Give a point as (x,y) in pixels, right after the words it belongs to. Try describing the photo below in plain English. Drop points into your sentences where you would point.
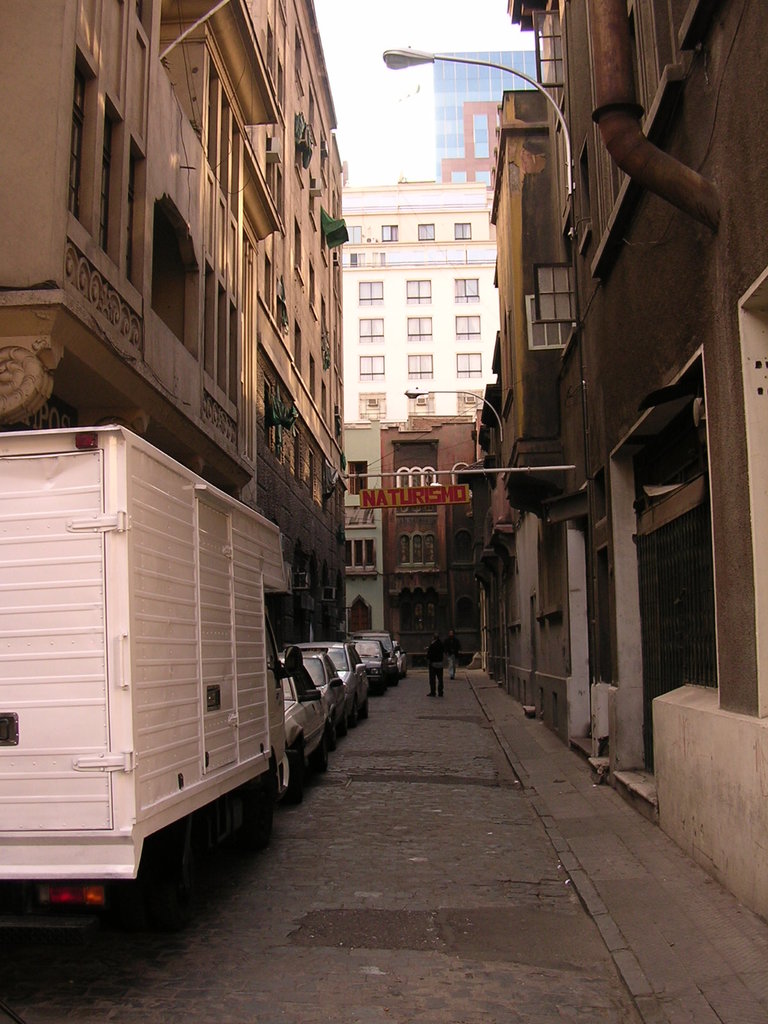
In this image we can see some buildings (661,360), some vehicles (380,632) parked on the road (444,833), two people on the road (433,830), some lights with poles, some objects (537,282) attached to the wall (576,177), one pole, one board (456,501) with the text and at the top (456,45) there is the sky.
